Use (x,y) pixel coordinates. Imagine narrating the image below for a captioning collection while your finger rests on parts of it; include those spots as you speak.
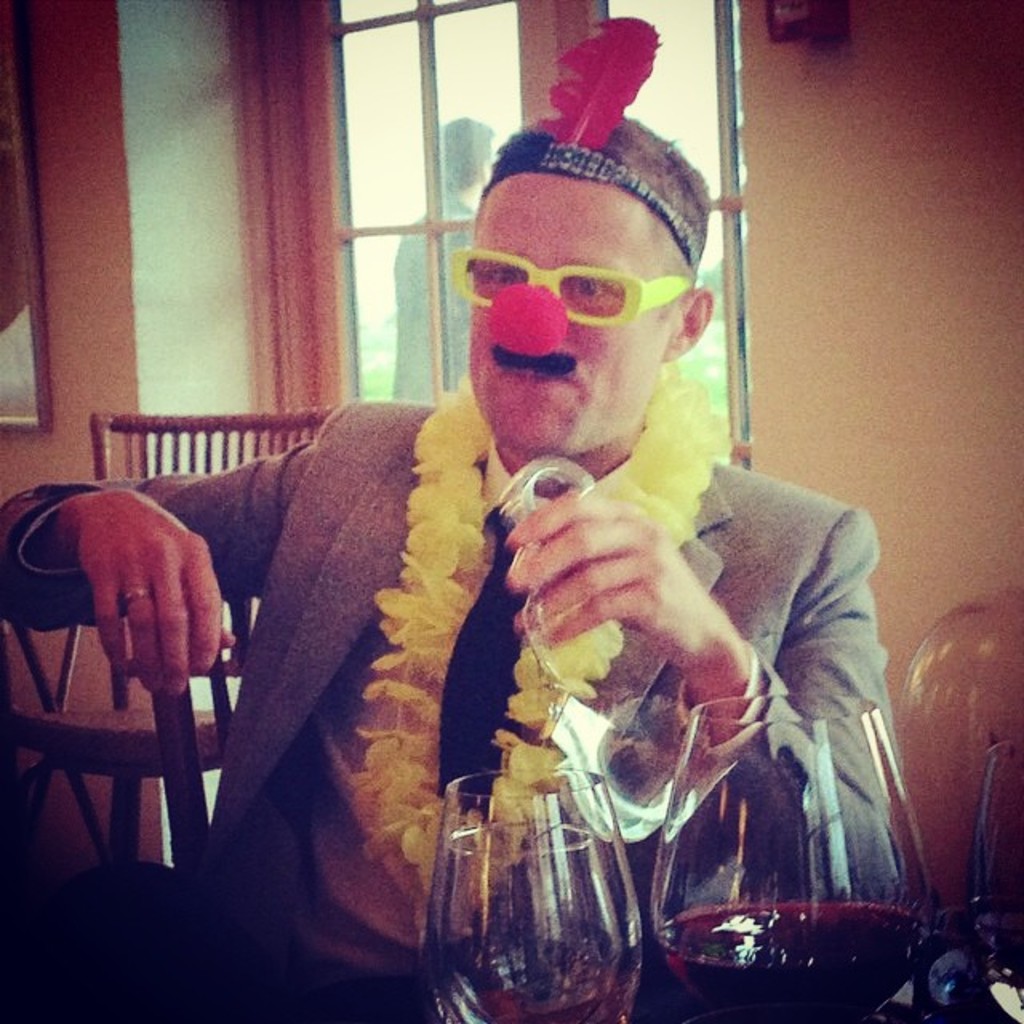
In this image there is a person (599,444) sitting on the chair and he is in different costume (396,668), he is holding an object (627,683) in his hand (697,673). In front of the person (679,674) there are glasses (864,959) and a few other objects (953,974), behind the person (190,588) there is an empty chair (45,733). In the background (48,326) there is a wall (935,266) and a glass window (392,281). From the window (412,245) we can see there is a person (412,279) standing.
